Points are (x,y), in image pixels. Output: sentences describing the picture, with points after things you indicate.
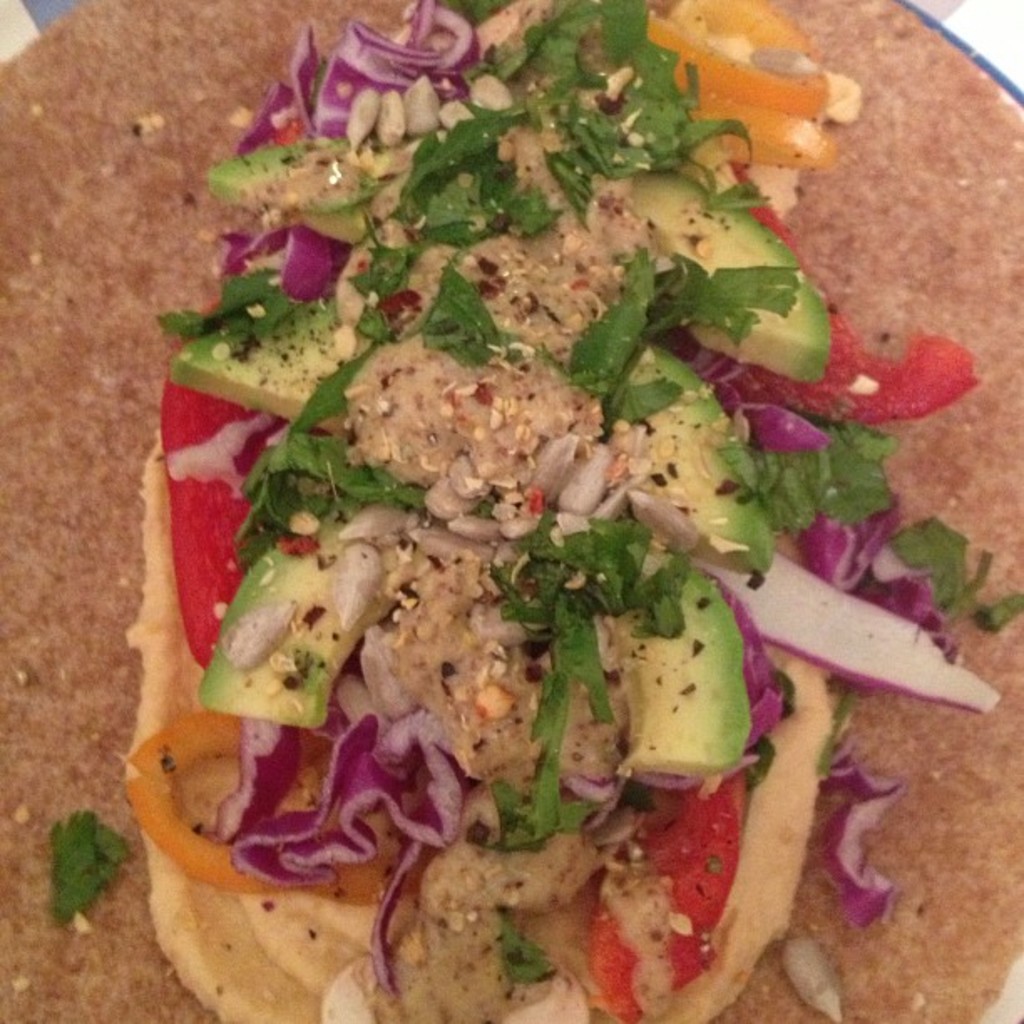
In this image, we can see food (752,815). Here we can see few red cabbage (790,421) and avocado pieces (690,754).
